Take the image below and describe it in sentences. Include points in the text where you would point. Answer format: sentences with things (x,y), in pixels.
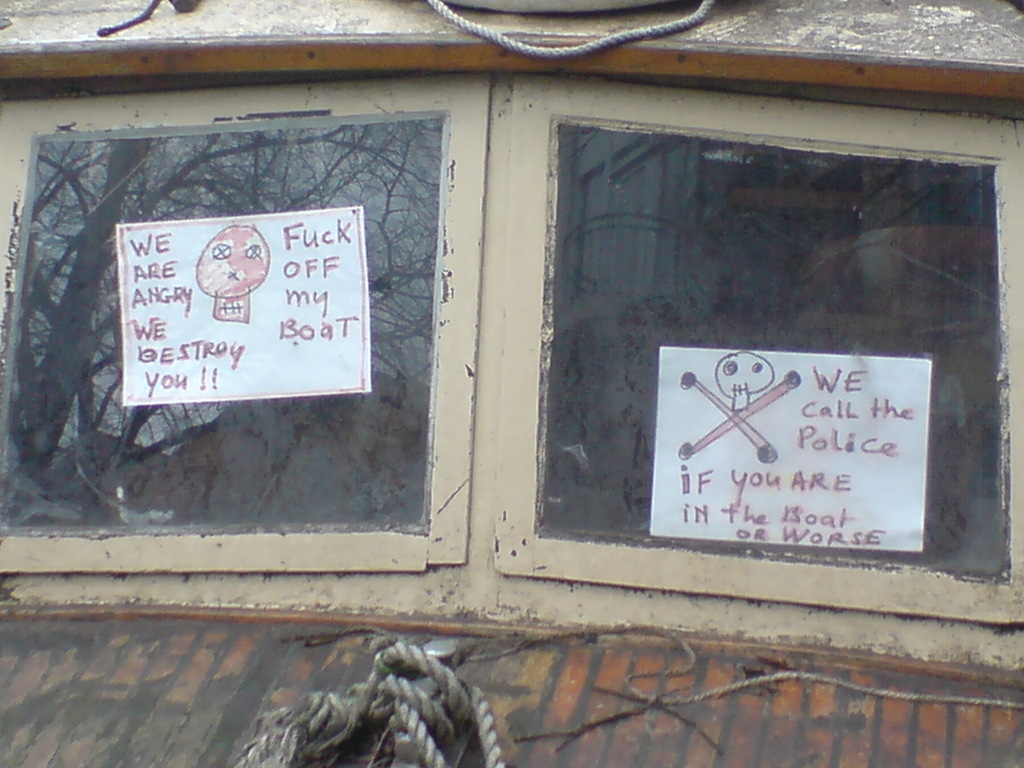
In the center of the picture (618,260) there are windows (393,334), on the windows (693,332) there are papers (702,383) stuck. At the bottom (416,692) there are ropes (455,675). At the top (564,55) there is a rope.
